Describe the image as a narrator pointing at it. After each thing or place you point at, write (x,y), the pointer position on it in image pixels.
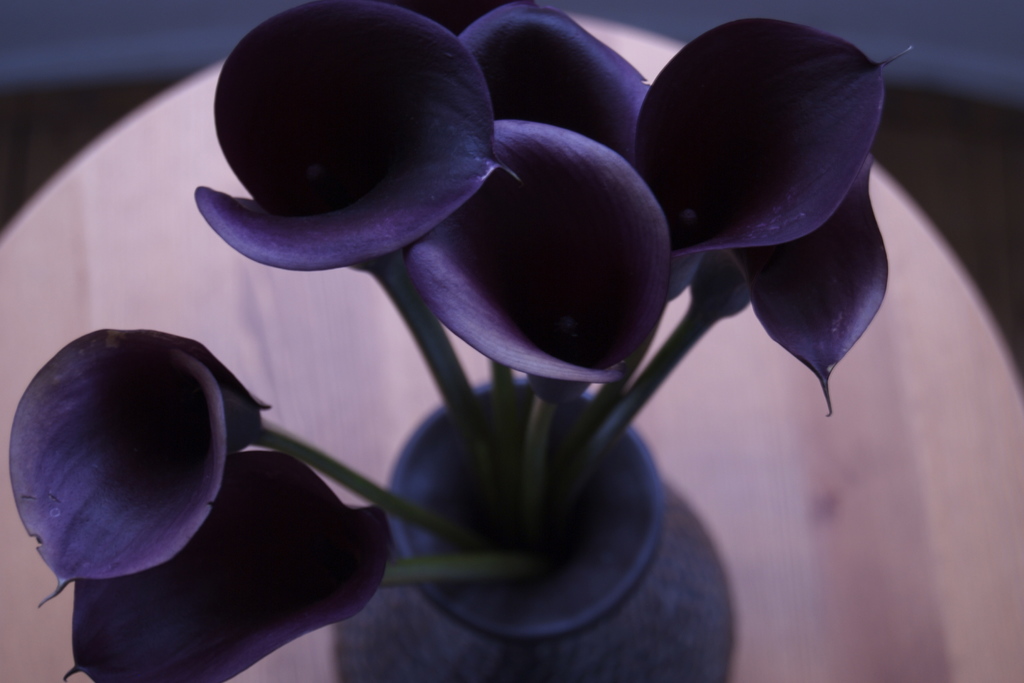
In the middle of this image (675,293), there is a flower vase (698,619) arranged on a wooden stool (872,198). And the background (912,185) is blurred.
